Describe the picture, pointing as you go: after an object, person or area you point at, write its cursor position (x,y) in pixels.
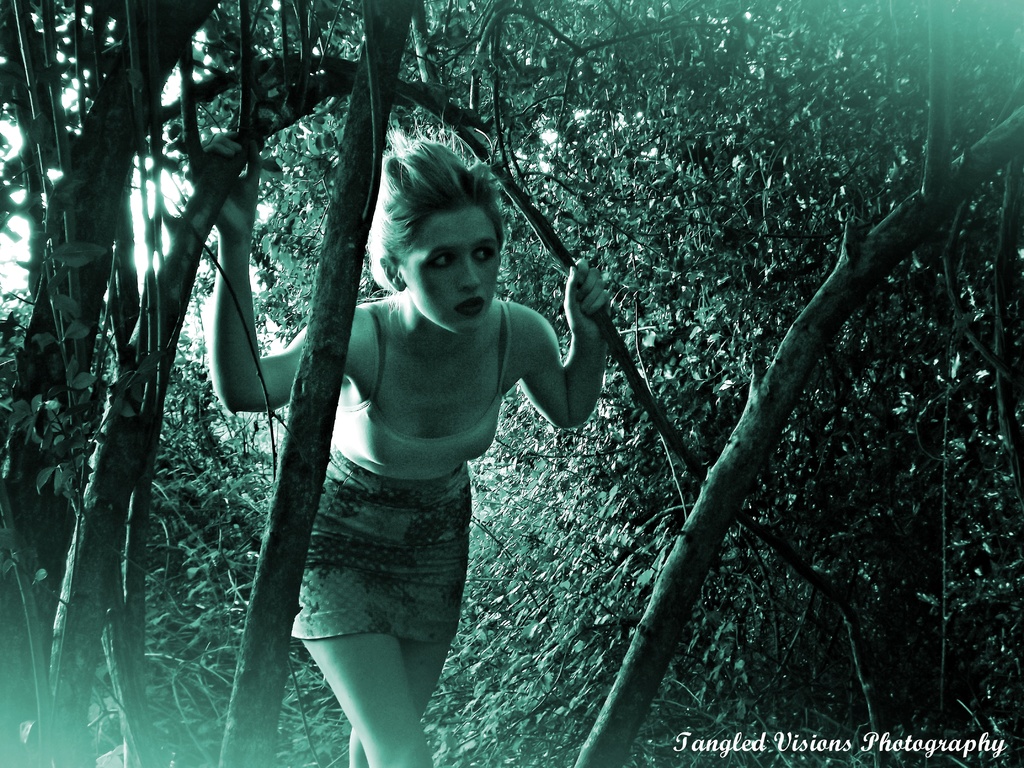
This is an edited image. I can see a woman (381,638) standing and holding a branch (193,123). There are trees (682,152). At the bottom right side of the image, I can see a watermark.
